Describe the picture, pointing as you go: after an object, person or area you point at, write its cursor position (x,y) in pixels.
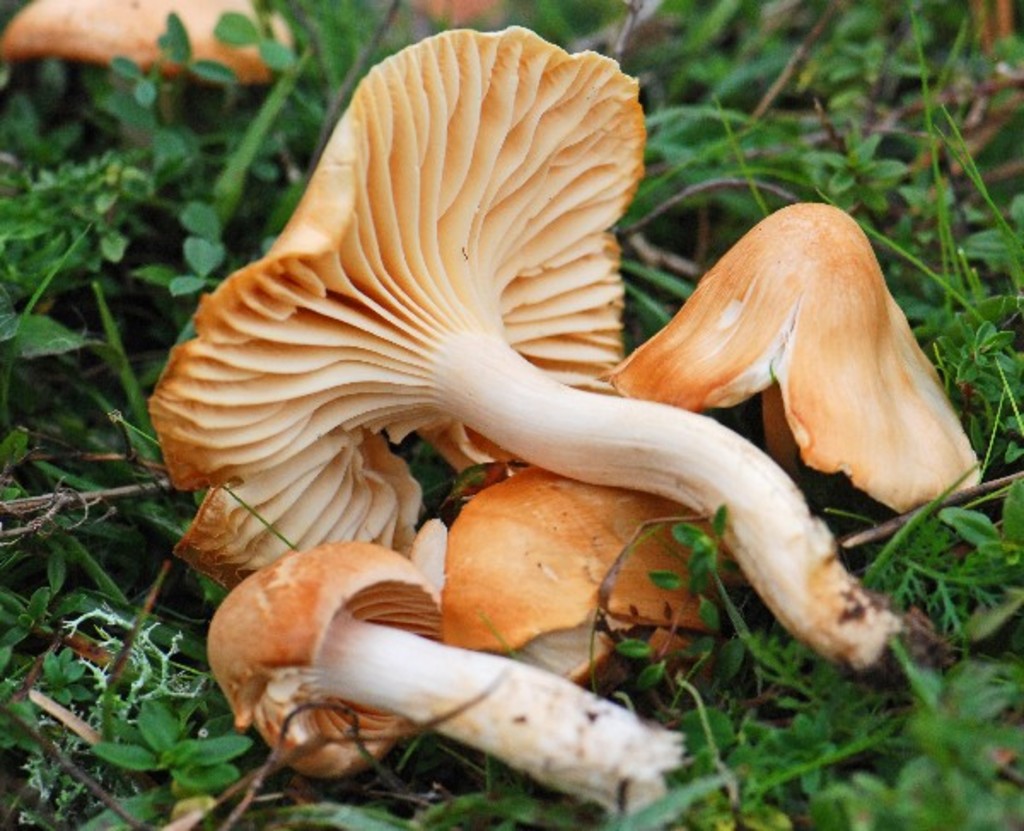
In this image we can see some mushrooms (374,337) and the plants (657,60).
